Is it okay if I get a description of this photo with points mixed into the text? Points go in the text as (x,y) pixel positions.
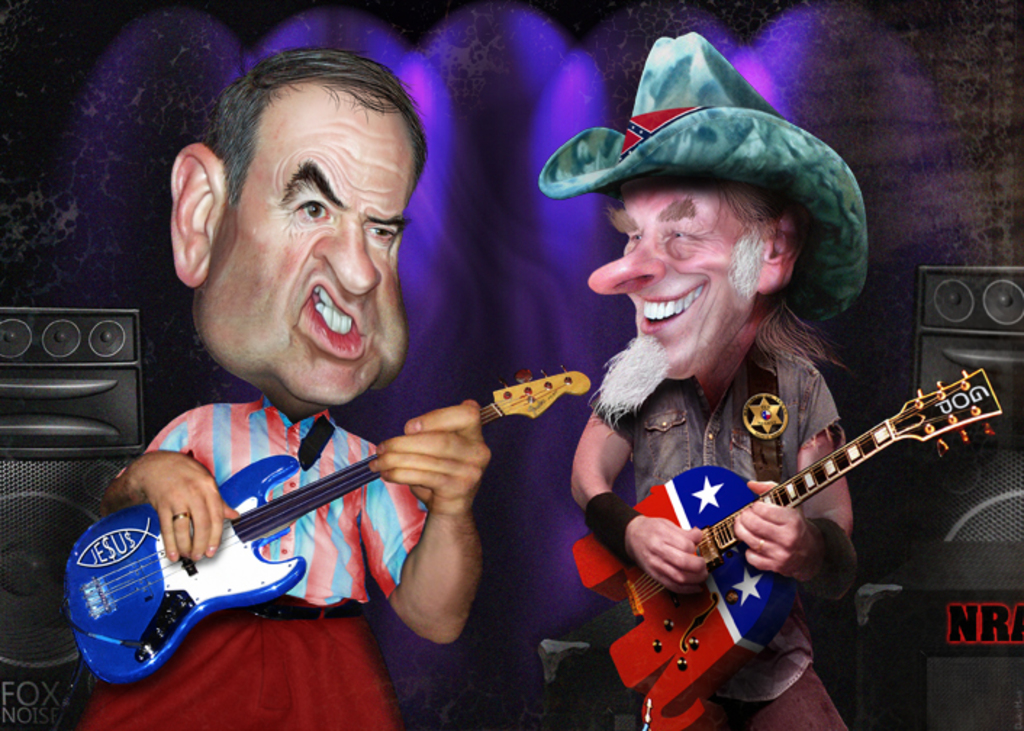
In this image there are two cartoon characters (729,277). They both are playing guitar (662,588). In the right (703,229) the cartoon (685,124) is wearing hat (653,90) he is smiling. There are speakers (974,604) in both sides. In the background (107,168) there are lights (532,52).
